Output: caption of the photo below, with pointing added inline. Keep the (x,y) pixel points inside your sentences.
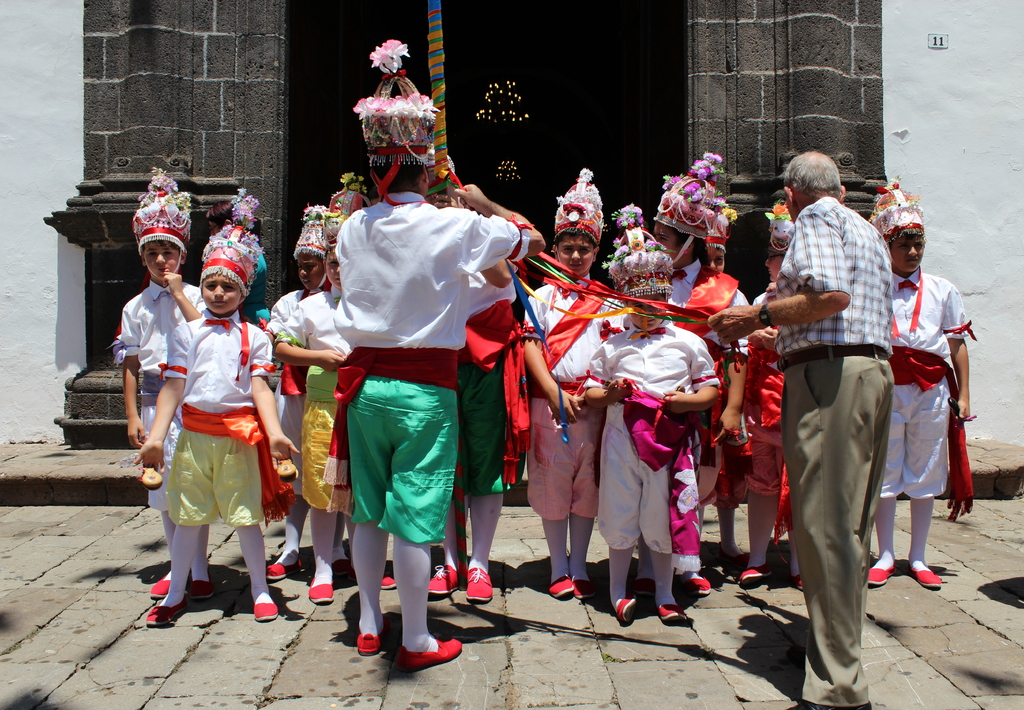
On the left side (336,373), there is a person (402,170) in a white color T-shirt (388,205), wearing a cap (385,68) and standing. In front of him, there are children (150,186) in white colored dresses (928,322), standing. On the right side (855,401), there is a person (812,697) in a shirt (815,220), standing. In the background (674,160), there is a building (913,48) which is having white wall (7,58). Inside the building (946,260), there are lights (512,100) arranged.
